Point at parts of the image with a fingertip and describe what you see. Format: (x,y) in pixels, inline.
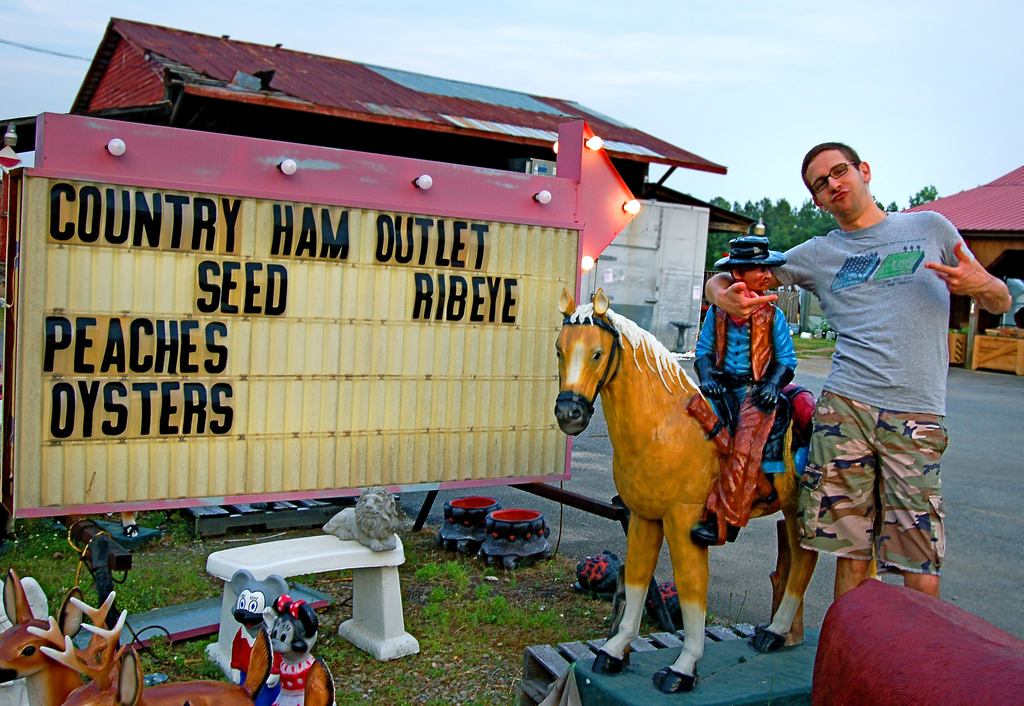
In the image we can see there is a man (903,457) who is standing by holding a cowboy statue (730,323).
